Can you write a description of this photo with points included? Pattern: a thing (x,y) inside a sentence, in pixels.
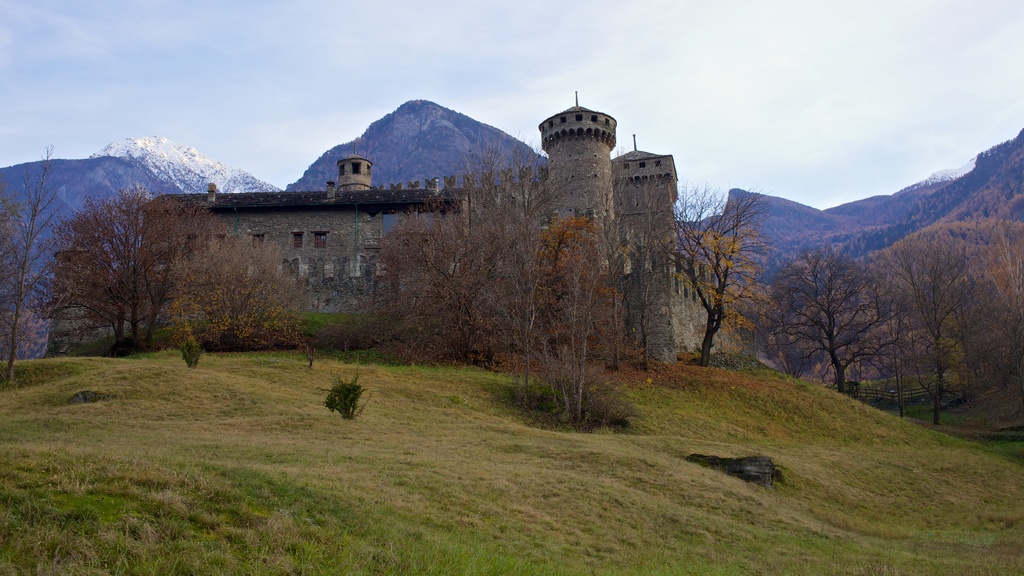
In this picture there is a monument (324,224). In the background (1008,224) we can see the snow mountains (981,206). At the top (811,33) we can see sky (665,33) and clouds (830,27). On the right (740,331) we can see many trees (865,376). At the bottom (546,449) we can see plants (205,280) and grass (461,488). On the monument (693,331) we can see the windows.
